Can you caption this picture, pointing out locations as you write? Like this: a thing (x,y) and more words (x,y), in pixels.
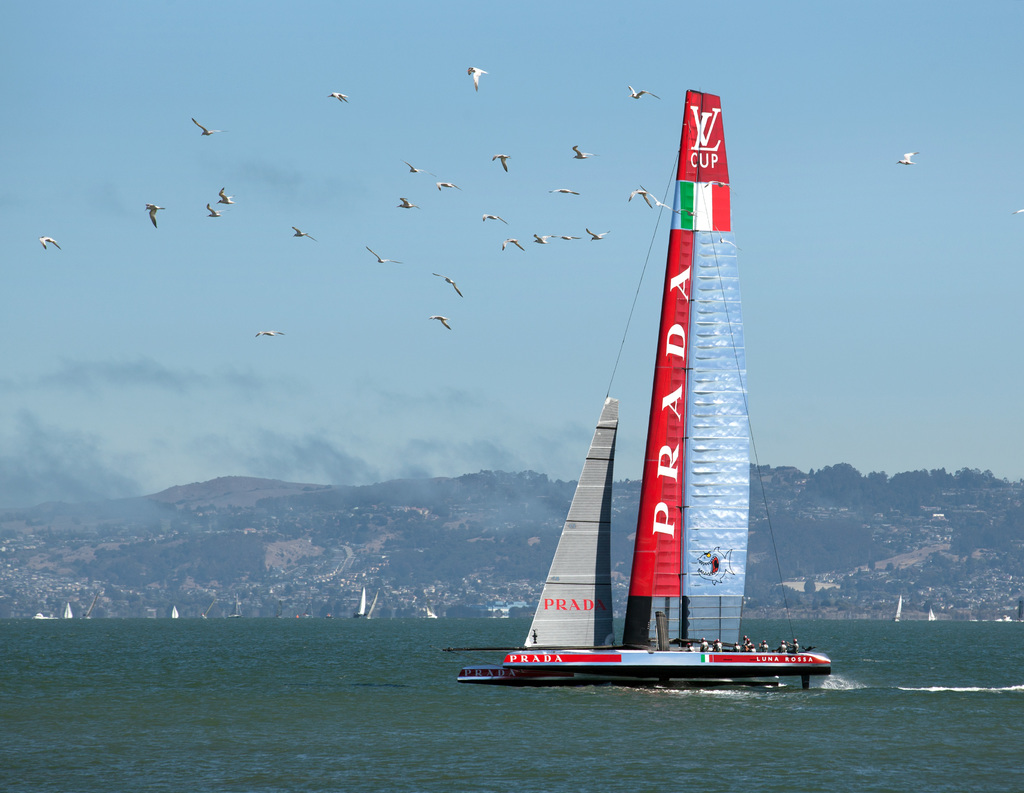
In this image we can see ships (554,623) on the water (260,636), birds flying in the air (503,441), hills (256,553), buildings (526,601), trees (359,524) and sky (423,369) with clouds (137,465).
